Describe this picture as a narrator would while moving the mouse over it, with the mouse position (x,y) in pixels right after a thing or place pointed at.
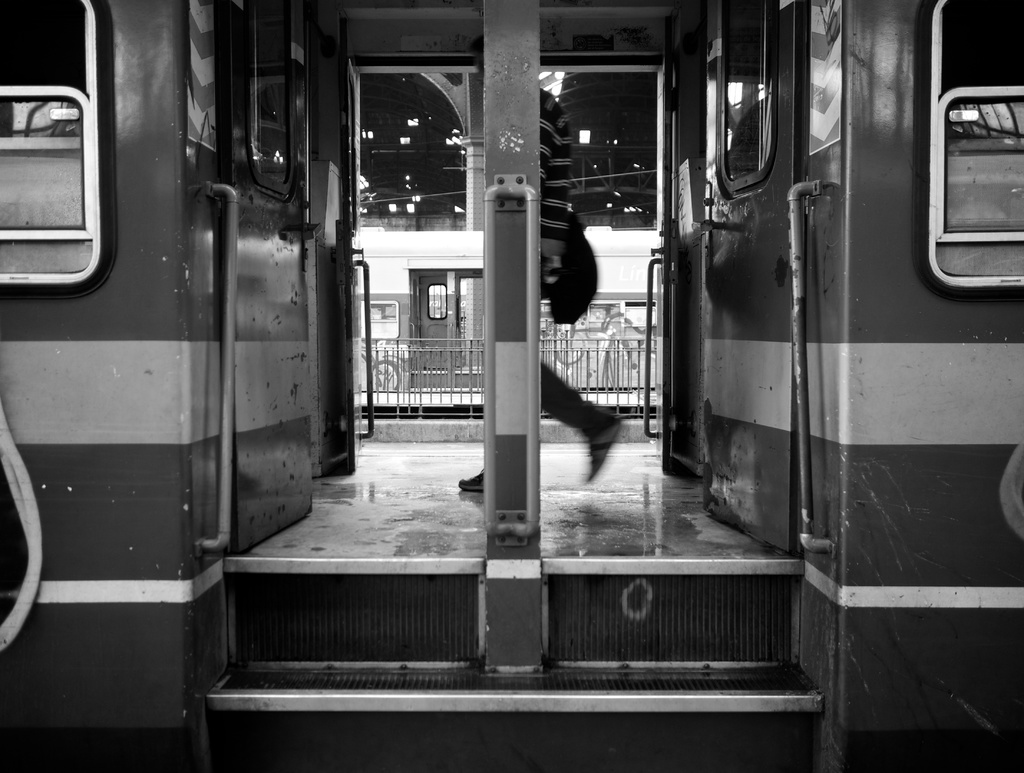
This is a black and white image. It looks like a coach (663,350). I can see a person (570,393) is walking in the coach (920,386). In the background (421,371), there is another coach (410,293), roof (448,171), pillar (469,146) and iron grilles (426,383).
